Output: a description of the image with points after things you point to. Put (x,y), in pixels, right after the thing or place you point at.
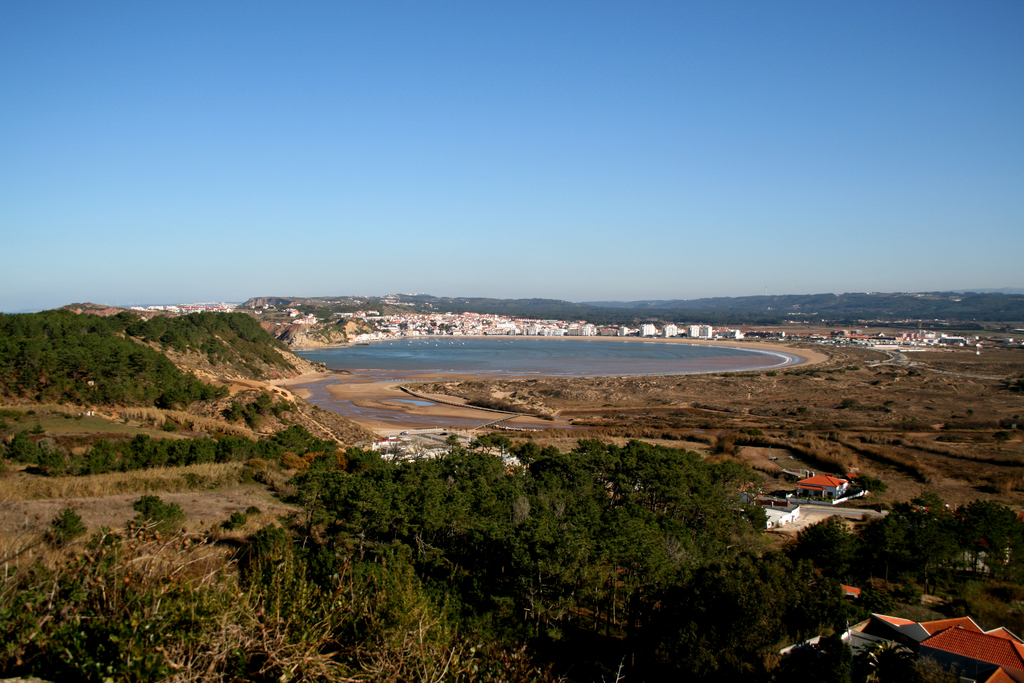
In the center of the image (561,355) there is water (447,343). There are plants (659,487), buildings (519,334), mountains (566,315). At the top of the image (594,169) there is sky (524,152).
